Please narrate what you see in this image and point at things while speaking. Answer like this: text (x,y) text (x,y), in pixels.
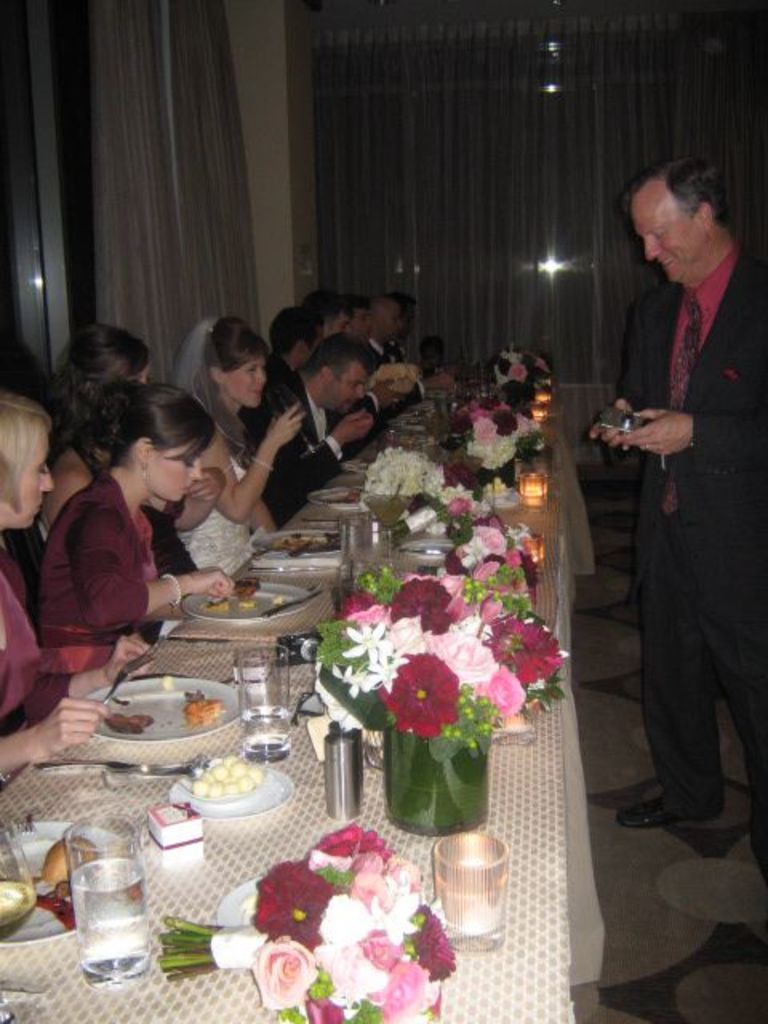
In a room (265,910) there are so many people (389,305) sitting and eating in a table (135,756) with food (138,728) served in it with flower vase (366,712) on table (364,801). At the back (147,132) there is a curtain (99,237) hanging and behind the table (283,839) there is a man (670,177) standing and operating camera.
